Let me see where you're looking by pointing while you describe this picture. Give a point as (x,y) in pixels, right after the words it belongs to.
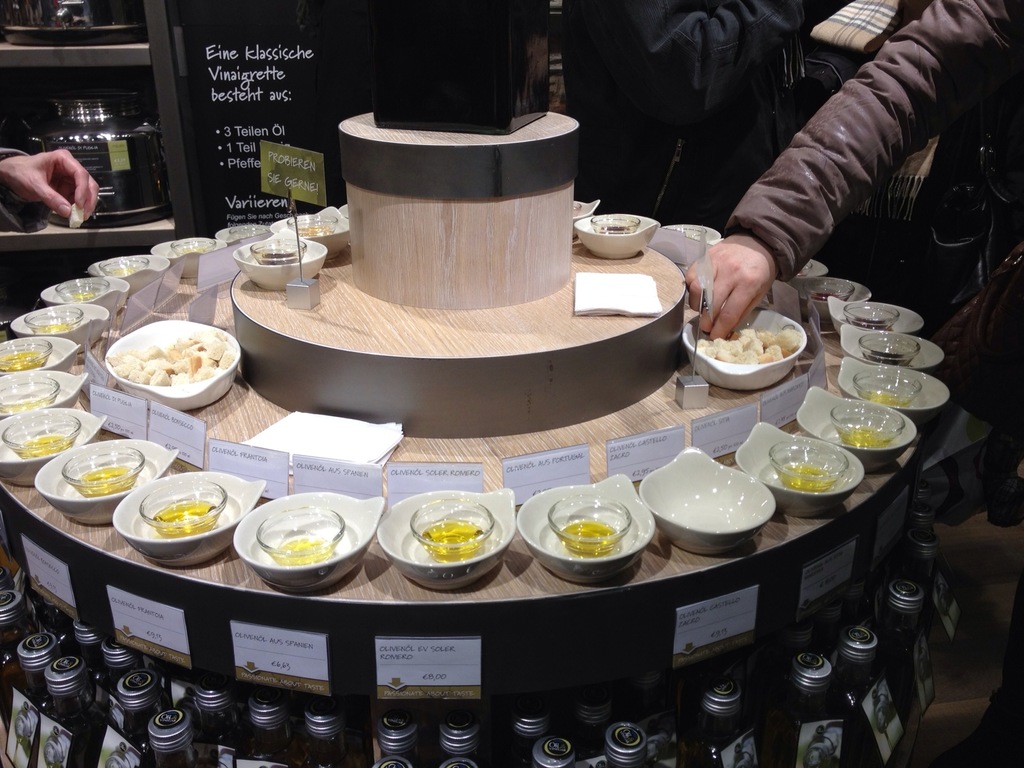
In this picture, on the right side (755,357), we can see the hand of a person (988,1) holding some food item (753,334) which is inside the bowl (776,372) and the bowl (762,379) is placed on the table (417,456), on that table (344,625), we can see some bowls (146,478), cups (133,470) with some liquid content (568,540), tissues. On the left side (40,171), we can also see the hand (8,181) of a person (20,172) holding something. In the background (102,194), we can see some jars (128,28) on the shelf (170,46), black board (299,69) on which some text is written on it, at the bottom (87,690) there are some bottles (648,729).
